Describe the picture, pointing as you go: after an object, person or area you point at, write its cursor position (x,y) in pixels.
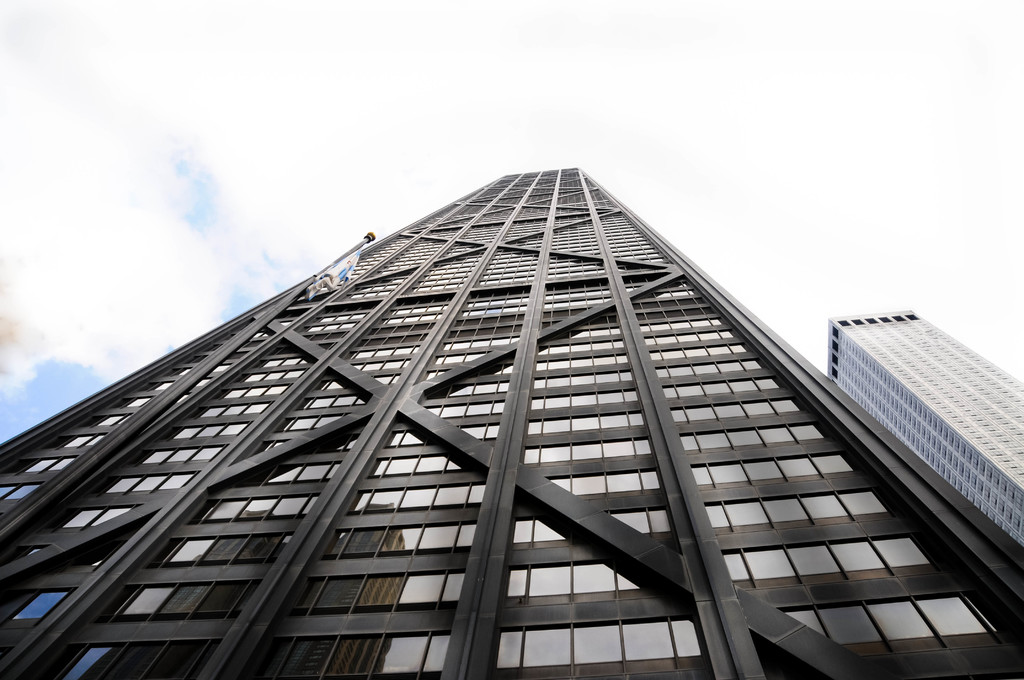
In this picture we can see buildings (629,238) and clouds (264,205).
